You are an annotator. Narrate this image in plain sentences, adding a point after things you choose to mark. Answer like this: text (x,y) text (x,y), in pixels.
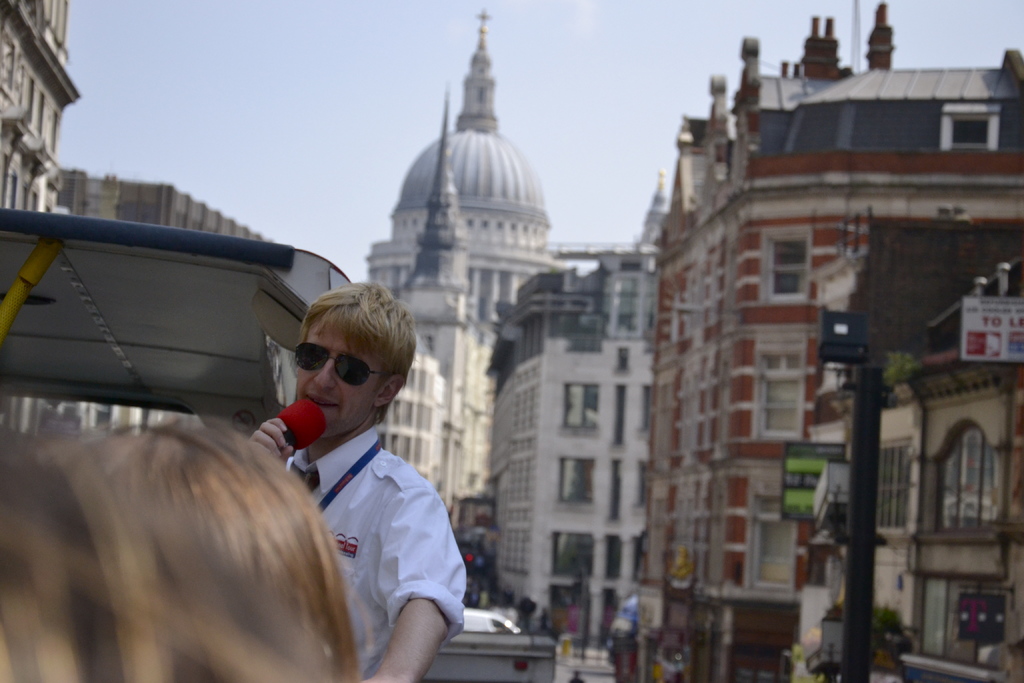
In this picture there is a man (342,417) holding a microphone (319,420) and we can see vehicles (512,634), pole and board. In the background of the image (566,355) we can see buildings (50,134), windows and sky (573,122). In the bottom left side of the image (134,631) we can see people heads (275,630).
